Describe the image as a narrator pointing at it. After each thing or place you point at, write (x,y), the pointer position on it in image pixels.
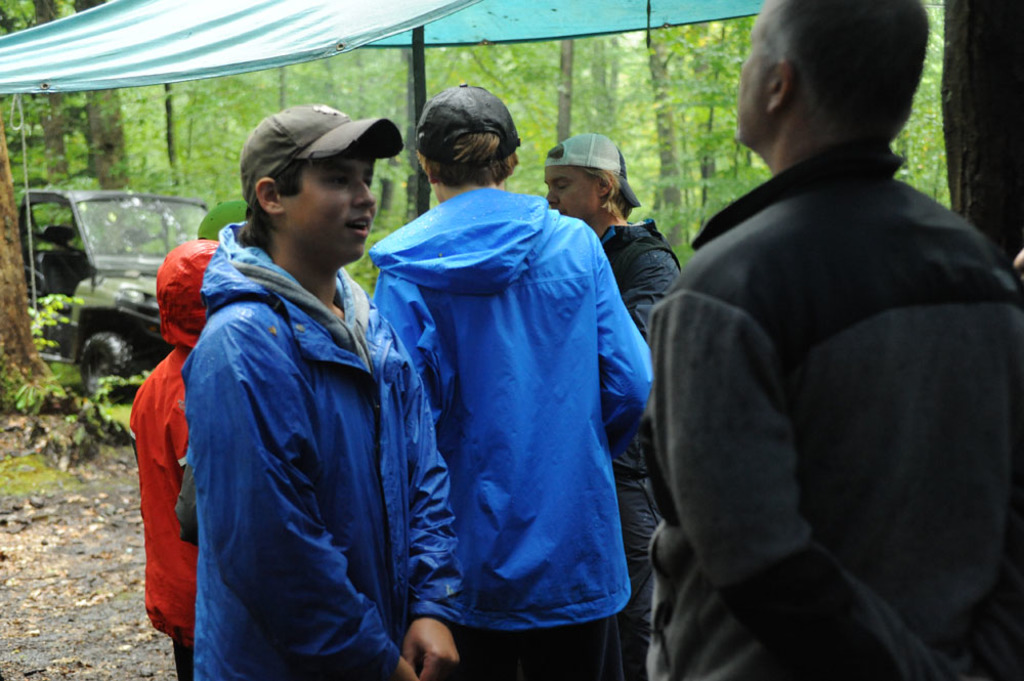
In this picture we can see a group of people (407,470) on the ground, here we can see a vehicle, tent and in the background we can see trees (929,6).
